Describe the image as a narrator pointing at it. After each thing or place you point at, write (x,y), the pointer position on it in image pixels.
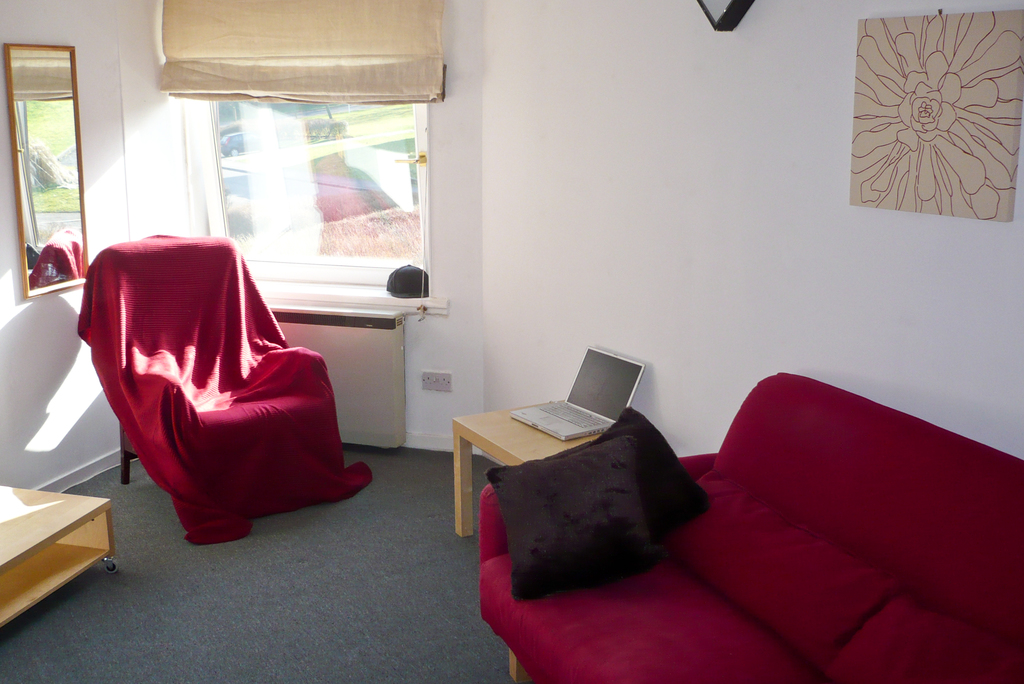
In this image I can see the floor (258,572), few couches (228,334) which are red in color, few black colored cushions (566,499), a table (520,450) with a laptop (595,381) on it, the white colored wall (590,247), a mirror (79,159) and a few frames (885,104) attached to the wall (758,35) and the window (362,149).
